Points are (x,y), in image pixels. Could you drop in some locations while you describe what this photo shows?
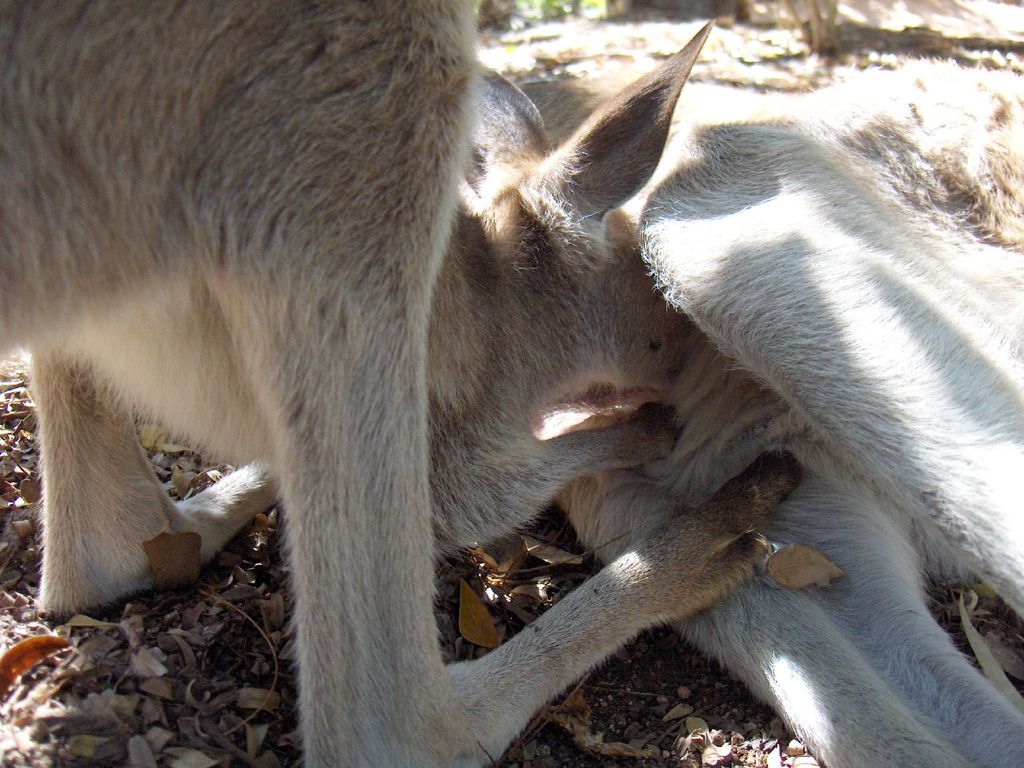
In this image we can see two animals (494,266) on the ground (716,672).
